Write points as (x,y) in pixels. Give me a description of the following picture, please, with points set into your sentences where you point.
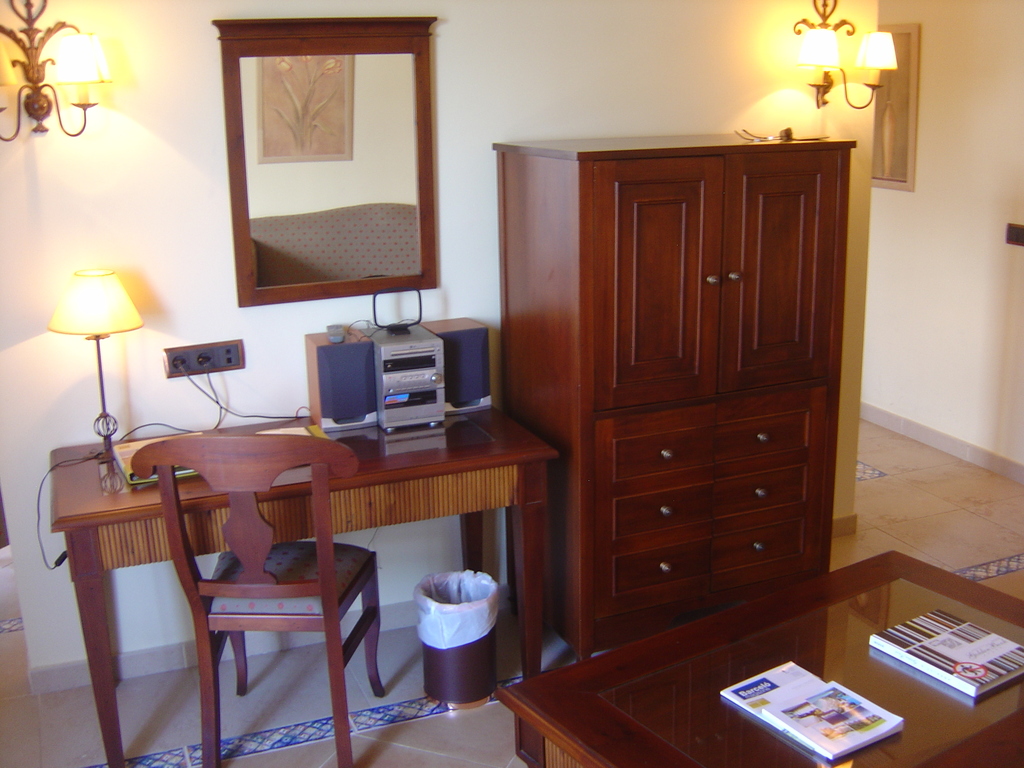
This given image shows books (978,646) on the table (770,626), and we can see a bed lamp (127,305) and sound system (359,408) on the another table (204,511) and there is a cupboards (682,474) near the table (750,634) and we can see a mirror (392,161) chair (248,612) and dustbin (425,584).
